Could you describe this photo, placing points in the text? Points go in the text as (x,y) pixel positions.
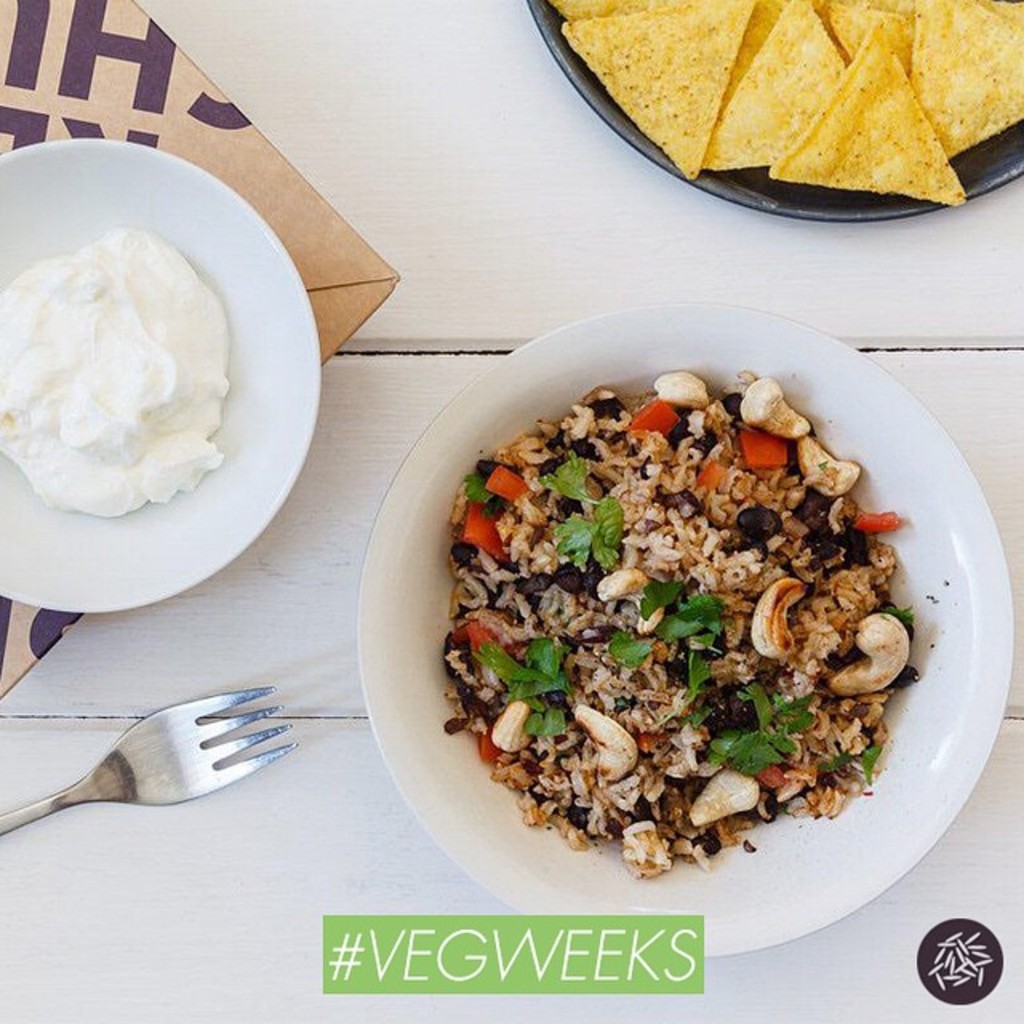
In the image we can see there is a rice and cashew nut food item (665,690) kept in a plate (882,779) and there is a fork (115,771). There is a cream (129,356) kept in a plate (299,363) and there are nachos (696,107) kept in a bowl (1022,175). The food item plates (187,583) are kept on the table (340,448).
